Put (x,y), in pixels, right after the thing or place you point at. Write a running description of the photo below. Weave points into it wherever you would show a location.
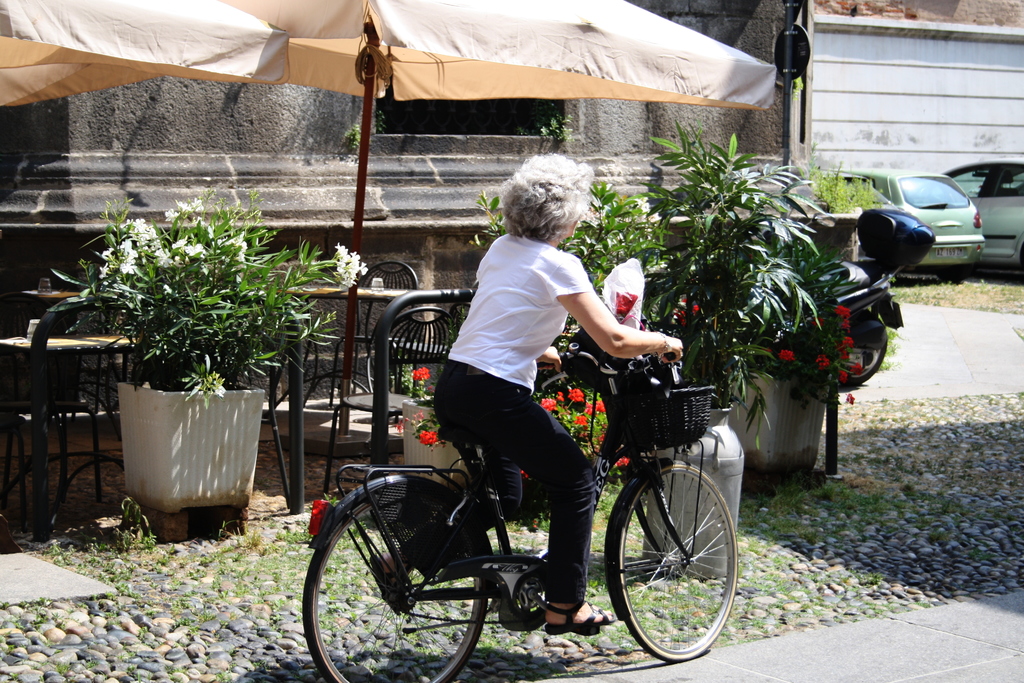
a person (454,404) is riding a bicycle (454,488) which is black in color and has a basket (679,417) to it. behind her there are flower pots (252,406) and plants (711,269). there is a table (393,293) and chairs (402,275) and on the top of it there is a tent (358,37). at the back (901,41) there are buildings (922,64). at the right (938,184) back there are cars (977,181) and a motorcycle (869,312). the person (545,273) is wearing a white t shirt (518,357) and a black pant (556,480).
